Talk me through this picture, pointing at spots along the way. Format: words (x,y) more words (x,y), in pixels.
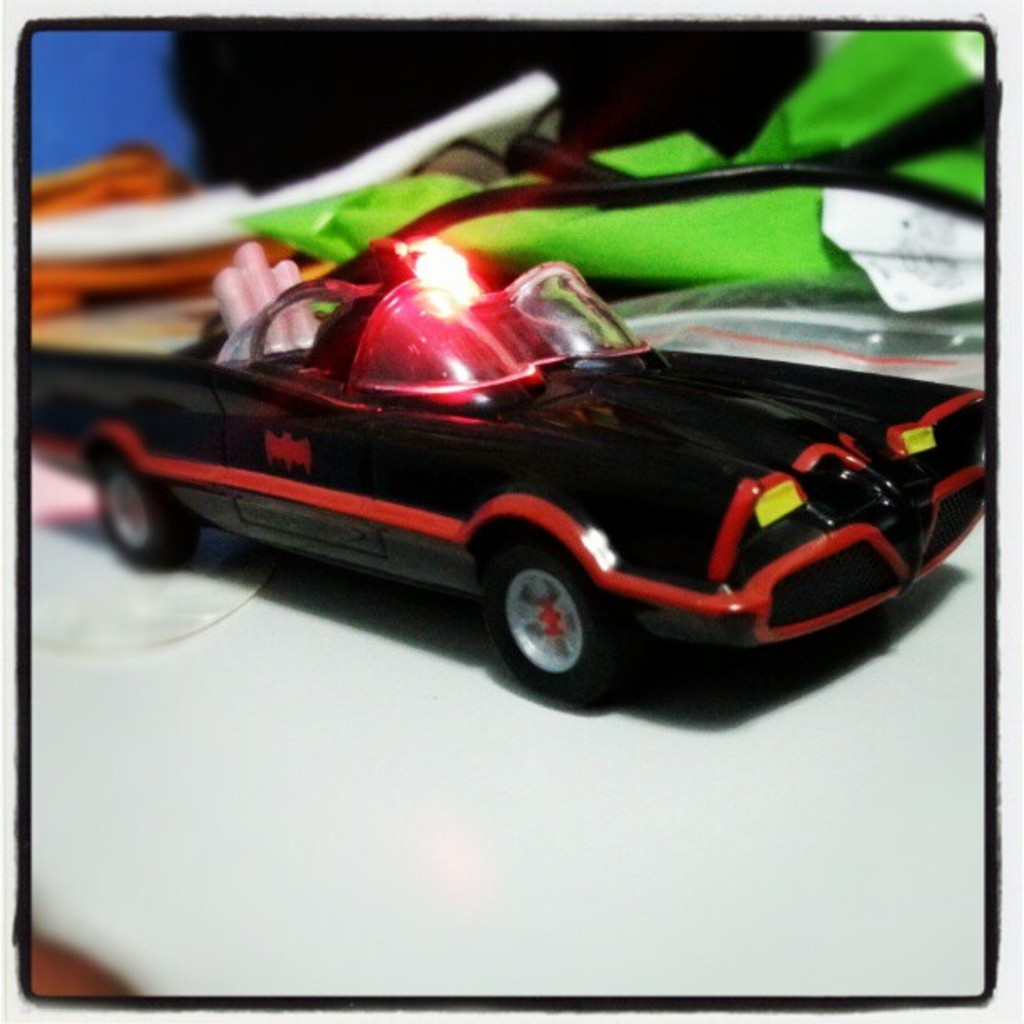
In the picture we can see a black color toy car (541,507) placed on the white surface (468,764). In the background (39,327), we can see few more objects (600,190). The left side of the image (176,402) is slightly blurred.
